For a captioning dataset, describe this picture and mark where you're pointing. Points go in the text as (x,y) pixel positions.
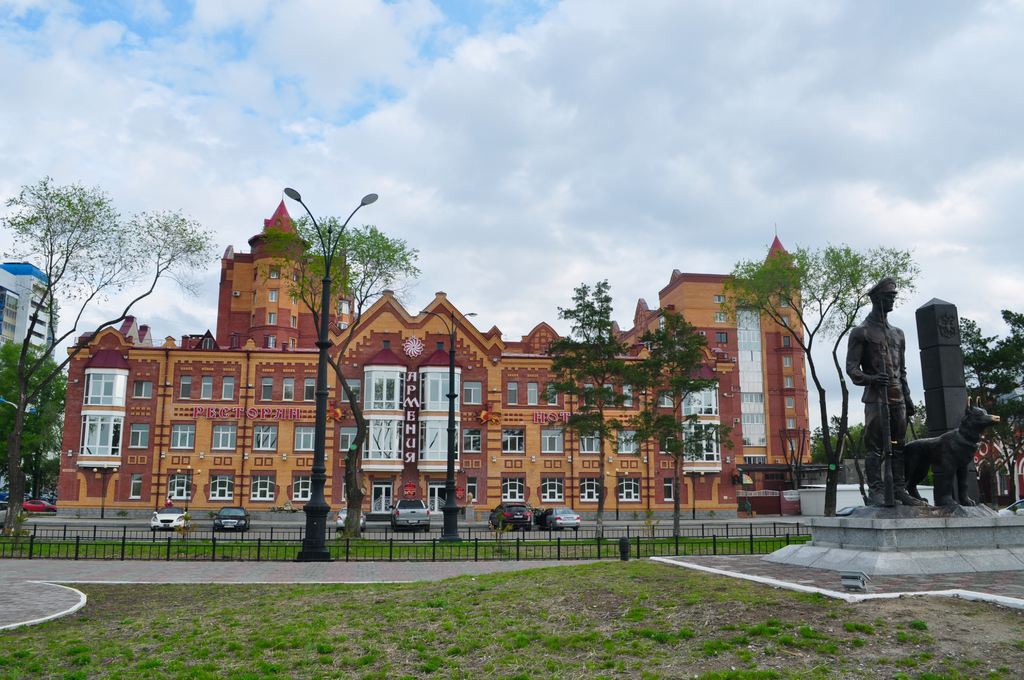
In this picture there are buildings (549,367), trees (56,410), poles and there are vehicles (51,504) on the road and there is a railing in the foreground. On the right side of the image (870,471) there is a statue (909,513) of a person (883,461) standing and holding the gun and there is a statue (911,442) of a dog (962,437) standing. At the top (395,29) there is sky (421,28) and there are clouds (300,166). At the bottom (365,631) there is grass (220,645) and there is a road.
